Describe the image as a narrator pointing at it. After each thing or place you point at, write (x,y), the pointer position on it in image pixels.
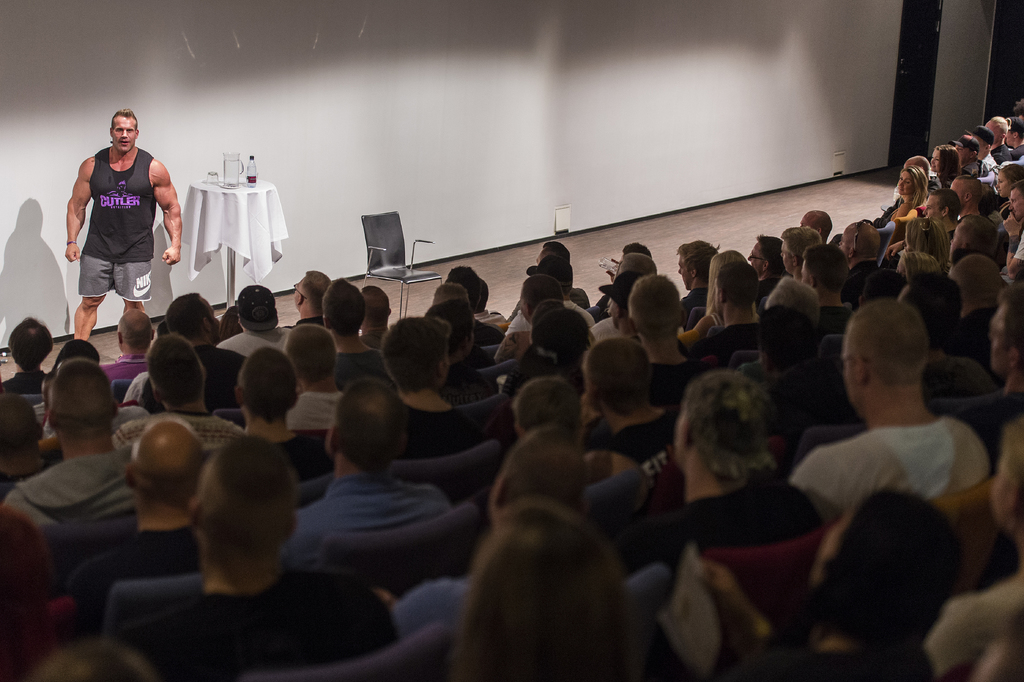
In this image there is a person (118,187) wearing a black top (119,202) is standing on the stage (104,341) having a table (267,246) and a chair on it. Table (222,222) is covered with a cloth (229,216). On the table (221,186) there is a jar (233,170), bottle (254,185) and a glass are on it. There are few persons (385,497) are sitting on the chair (967,548). Background (45,33) there is wall (814,14).
